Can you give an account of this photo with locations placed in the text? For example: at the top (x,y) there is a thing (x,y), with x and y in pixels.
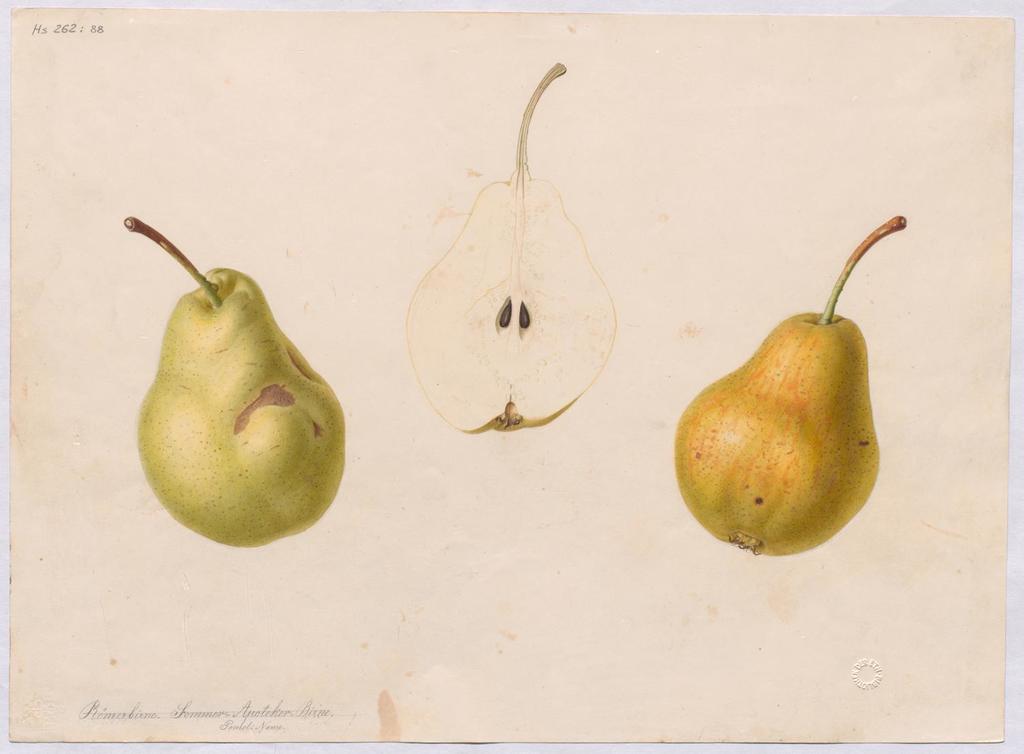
In this picture there is a paper (891,243), on the paper (416,480) there are drawings (502,377) of pears (431,387). At the bottom (147,715) there is text (162,713).
